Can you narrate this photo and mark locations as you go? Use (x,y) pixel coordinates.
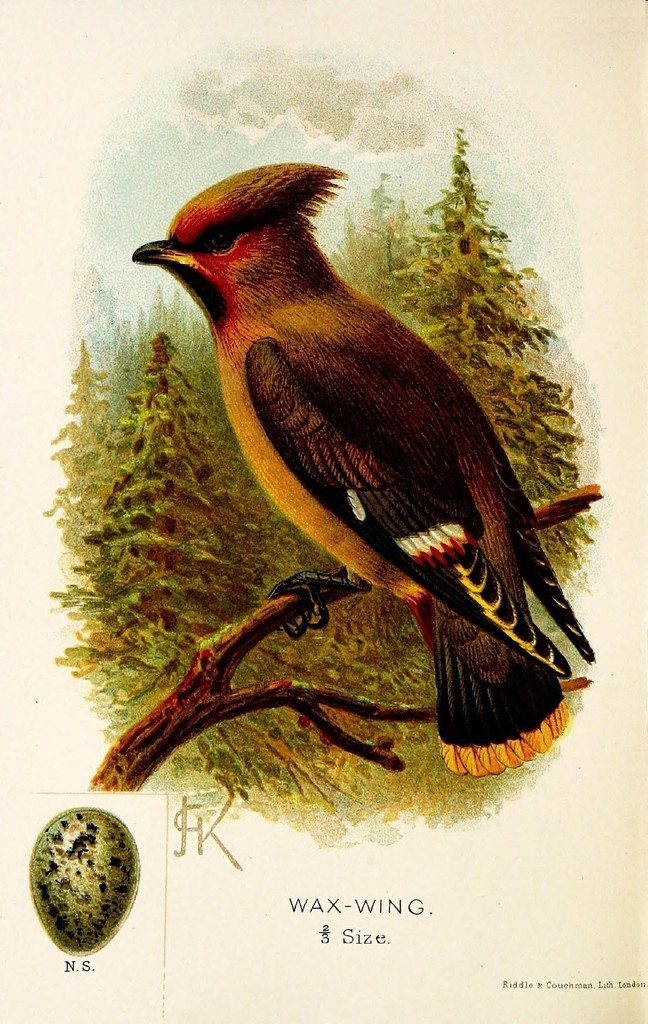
This image consists of a poster (407,624). In the middle (344,566) there is a bird (348,586) on the branch (259,641). At the bottom (373,938) there is a text (368,944), logo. In the background (354,635) there are trees (348,645).
